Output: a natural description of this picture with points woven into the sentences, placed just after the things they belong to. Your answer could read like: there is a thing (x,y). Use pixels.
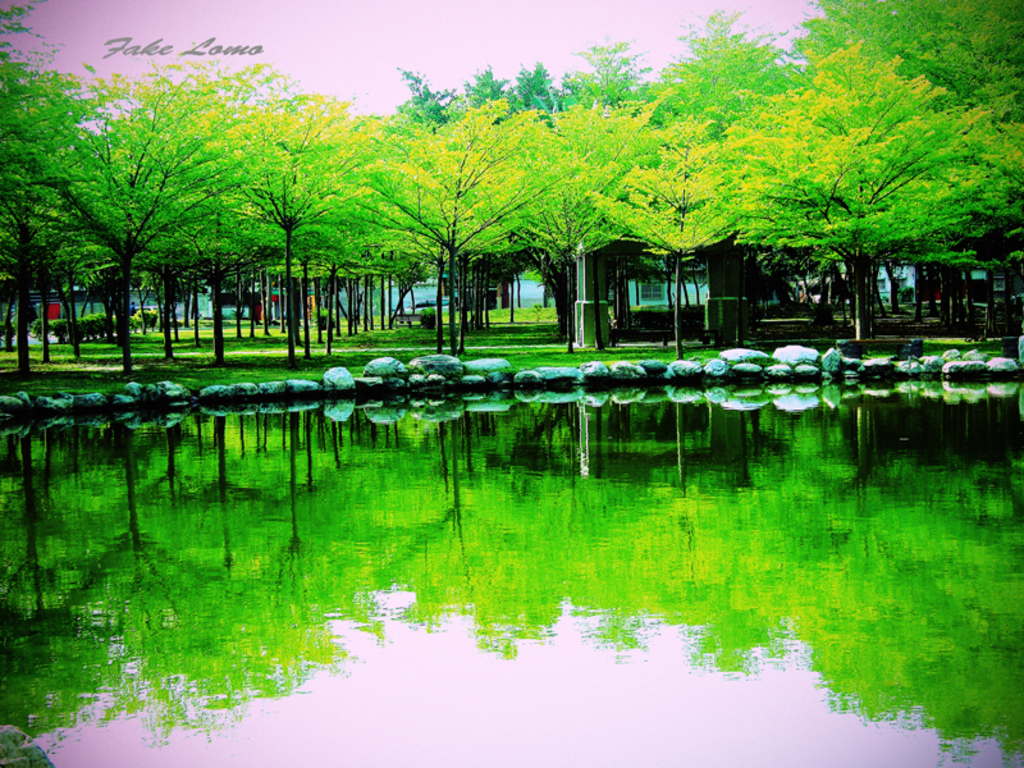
This is an edited image. At the bottom of the picture (488,572), we see water (513,534). In the middle of the picture (405,365), we see rocks (425,368) and grass (353,360). There are trees (317,299) and buildings (653,284) in the background (476,171).
